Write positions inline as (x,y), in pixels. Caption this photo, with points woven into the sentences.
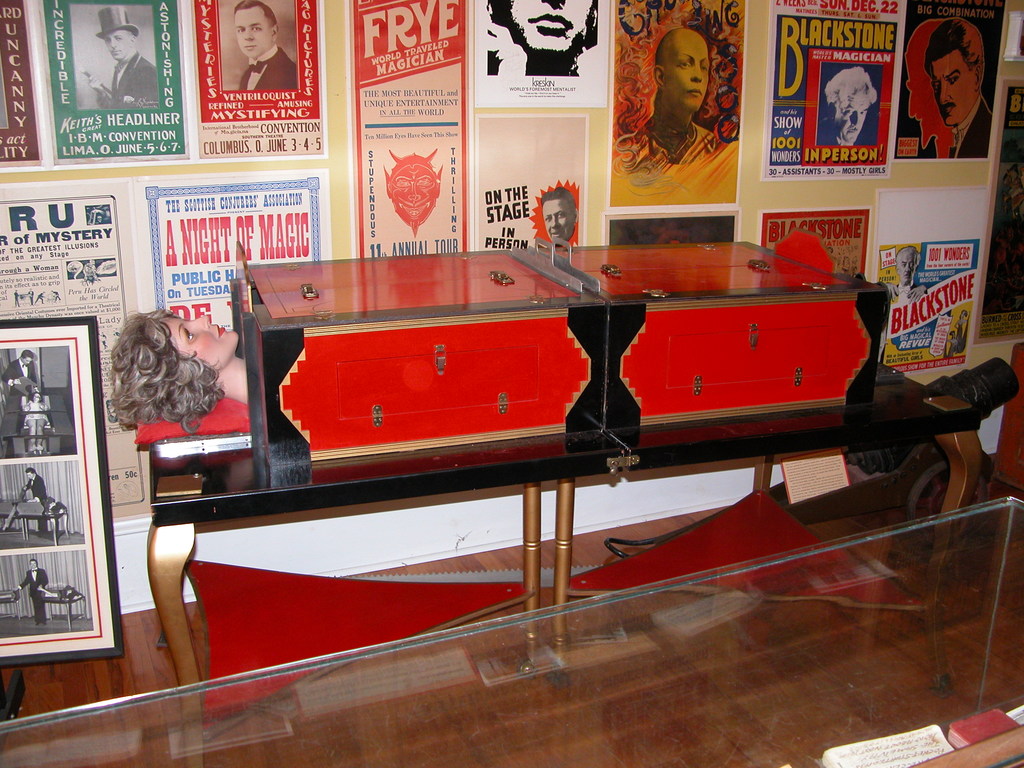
In this image we can see a red color box (294,289) is placed on a table (538,526) in which we can see a doll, here we can see a photo frame (54,504) kept on the wooden floor (156,671) and we can see a glass box (649,757). In the background (92,105), we can see many posters (949,134) to the wall (138,174).
